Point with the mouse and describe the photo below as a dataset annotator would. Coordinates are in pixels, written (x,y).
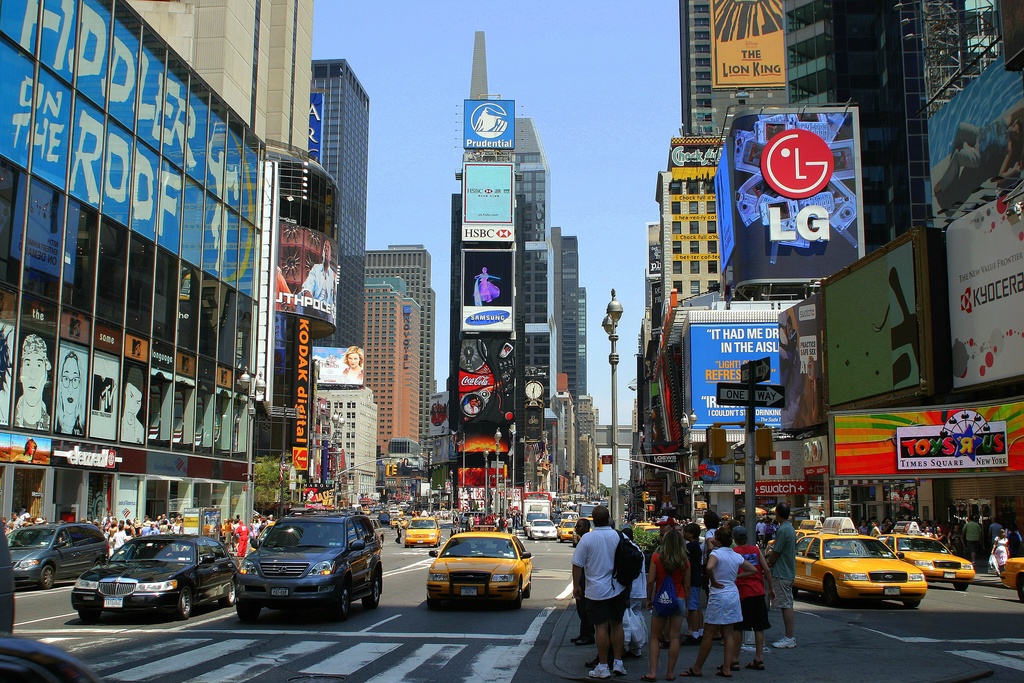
In this image I can see the vehicles (336,609) on the road (360,617). To the side of the road (44,634) I can see many poles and the group of people (601,608) standing and wearing the different color dresses (605,577). I can see few people (621,599) holding the bags (625,583). I can also see many boards (705,361) to the buildings (461,236). There is sky (450,145) in the back (450,211).
